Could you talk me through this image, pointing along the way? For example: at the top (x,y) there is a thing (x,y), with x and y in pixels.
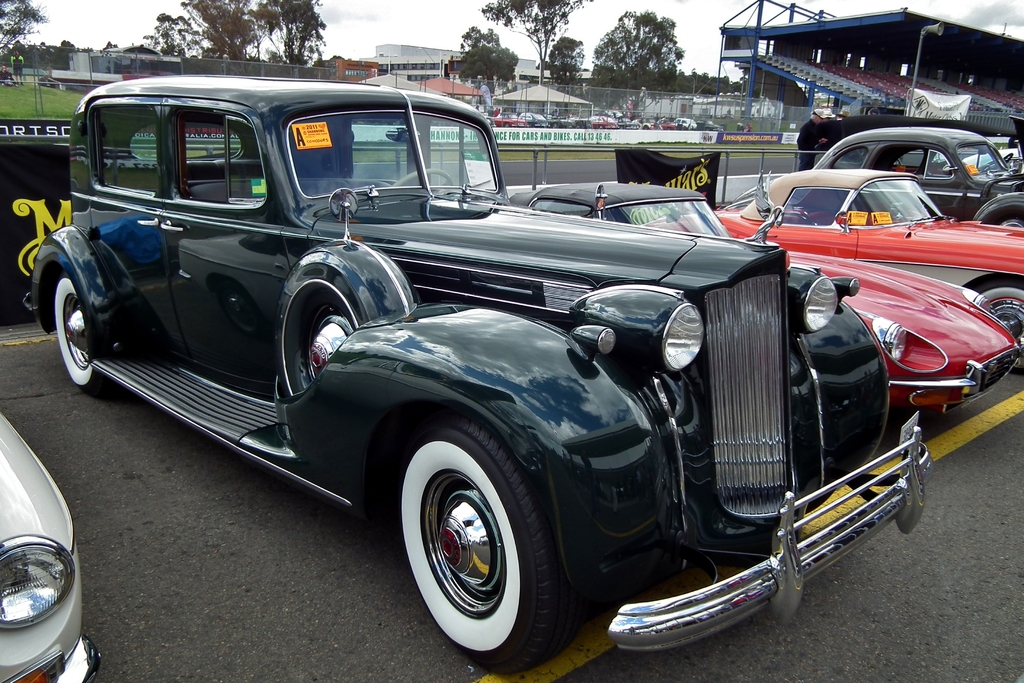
In the image there are many cars (540,381) on the road (999,550) and in the back (445,86) there is a track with tents (461,90) and in the background (661,80) there are trees (234,44) and above it sky (398,22).
